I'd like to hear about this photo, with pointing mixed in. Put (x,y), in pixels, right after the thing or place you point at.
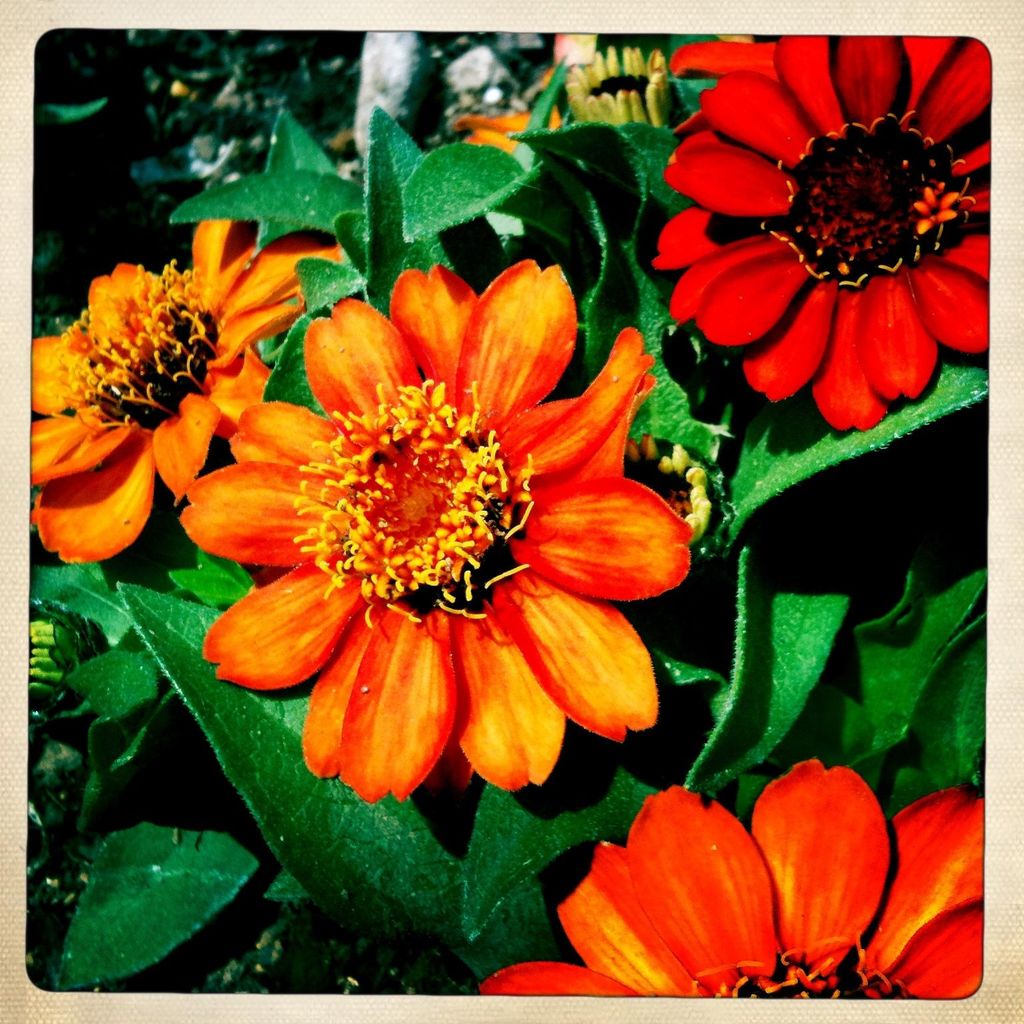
This image is taken outdoors. In this image there is a plant (273,268) with green leaves (473,822) and a few beautiful flowers (839,879). Those flowers (609,607) are orange in color.
